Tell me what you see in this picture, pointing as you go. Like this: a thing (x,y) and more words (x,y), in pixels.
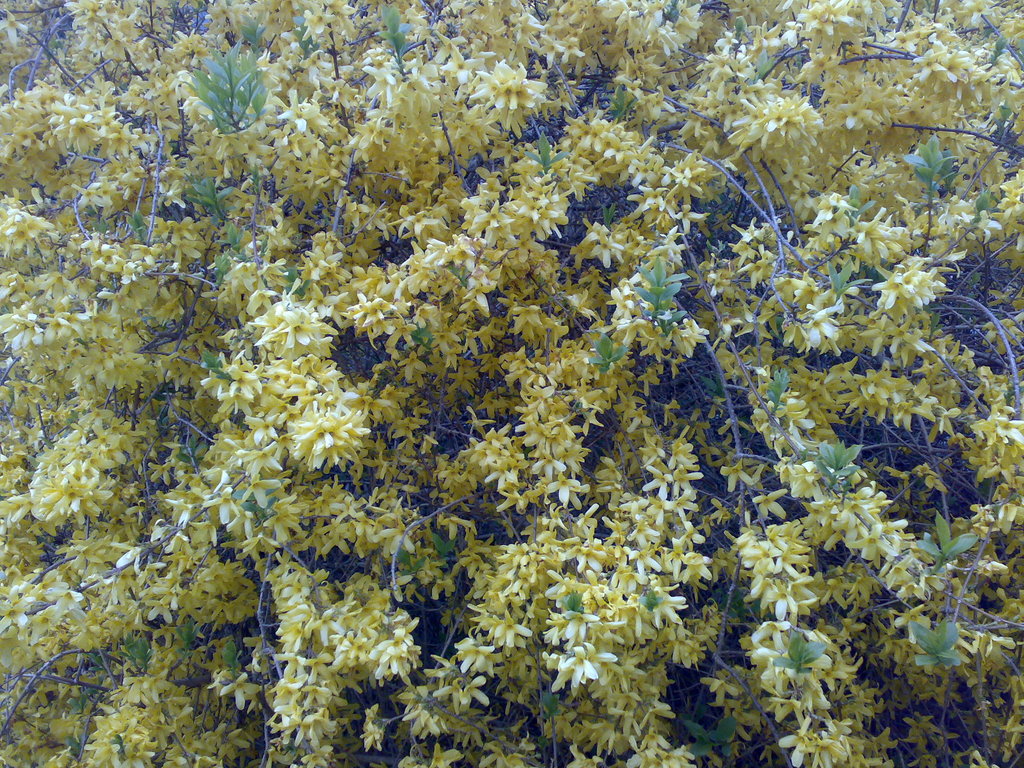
In this picture I can see there is a tree (415,356) and there are some flowers (456,389) which are yellow in color and there are some branches (754,520) and leaves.
